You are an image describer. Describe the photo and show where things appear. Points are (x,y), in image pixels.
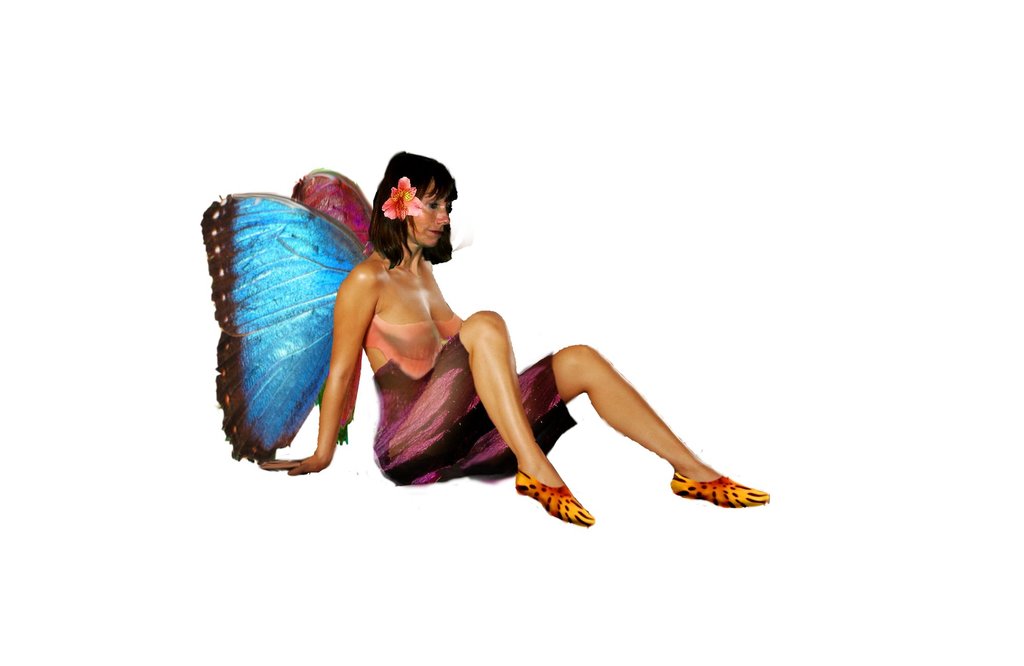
This is an animated picture, where we can see a woman (387,289) sitting down with butterfly wings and a flower (403,203) in her hair (385,194).
